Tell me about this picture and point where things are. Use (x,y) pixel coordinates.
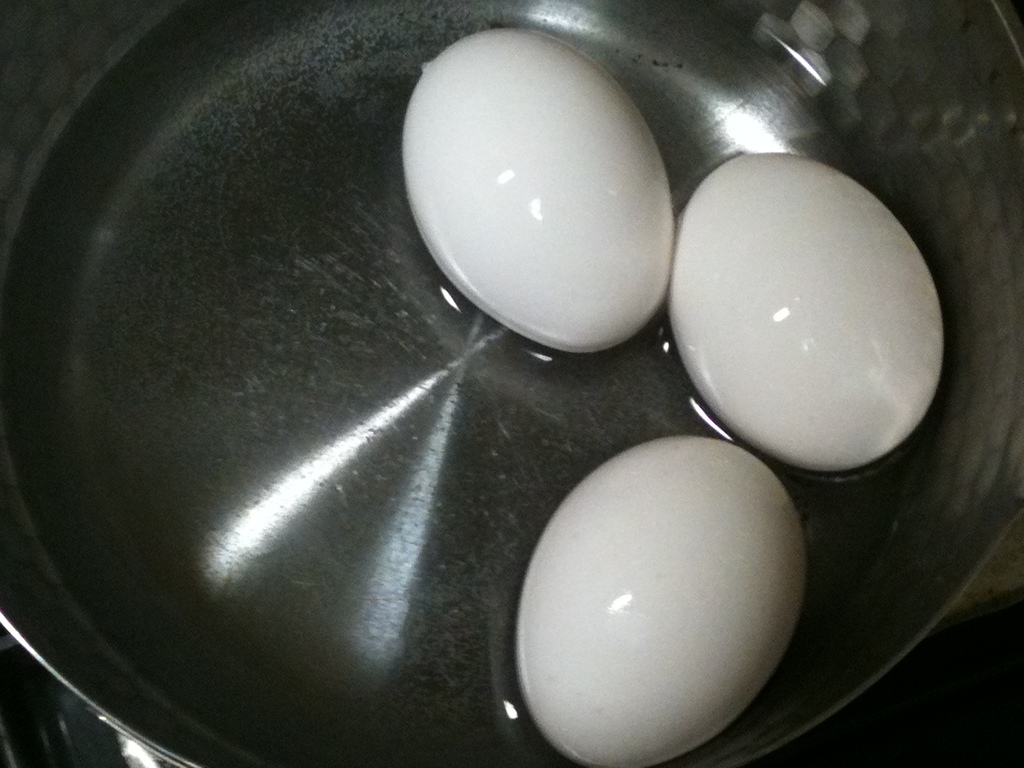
In the picture we can see a bowl (219,556) with some water (426,563) and three eggs (628,555) in it which are white in color.
